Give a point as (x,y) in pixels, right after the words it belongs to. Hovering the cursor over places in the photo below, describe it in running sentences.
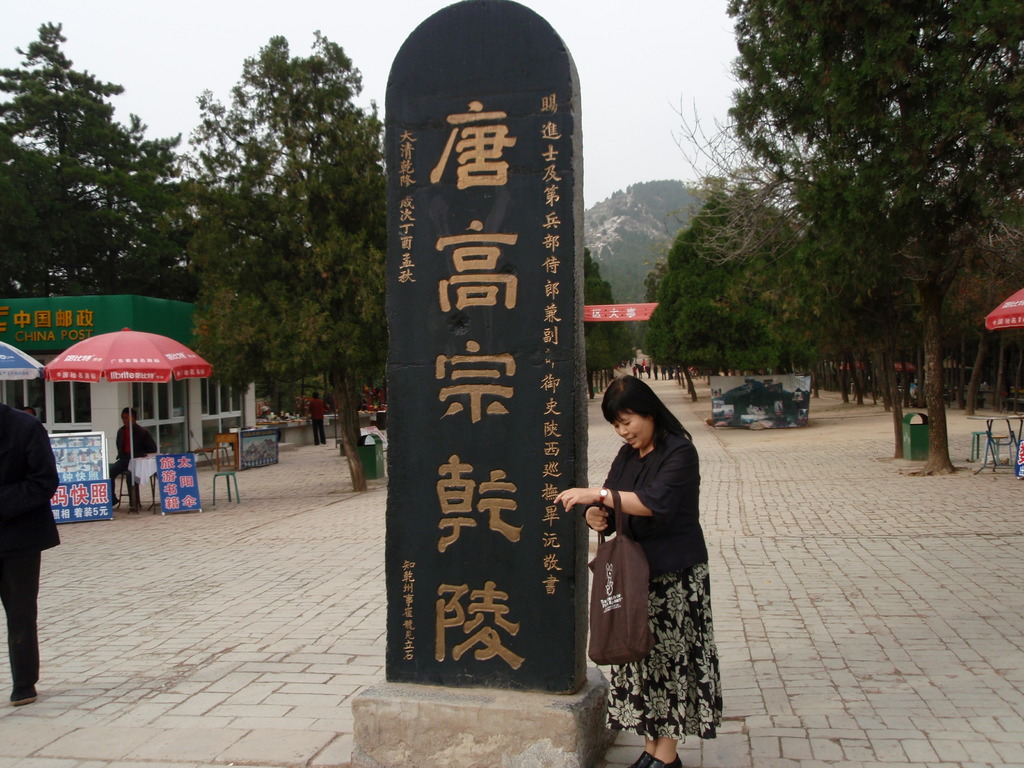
In this picture we can see the black color stone pillar (446,499) with some Chinese language (471,526) written on it. Beside there is a woman (664,537) wearing a black color shirt (664,490) standing and holding the brown bag (632,601). Behind there is a white color post office (157,417) and in front a red color umbrella (129,376) with blue banner (76,499). In the background (289,170) we can see many trees (375,338) and mountains (617,213).
